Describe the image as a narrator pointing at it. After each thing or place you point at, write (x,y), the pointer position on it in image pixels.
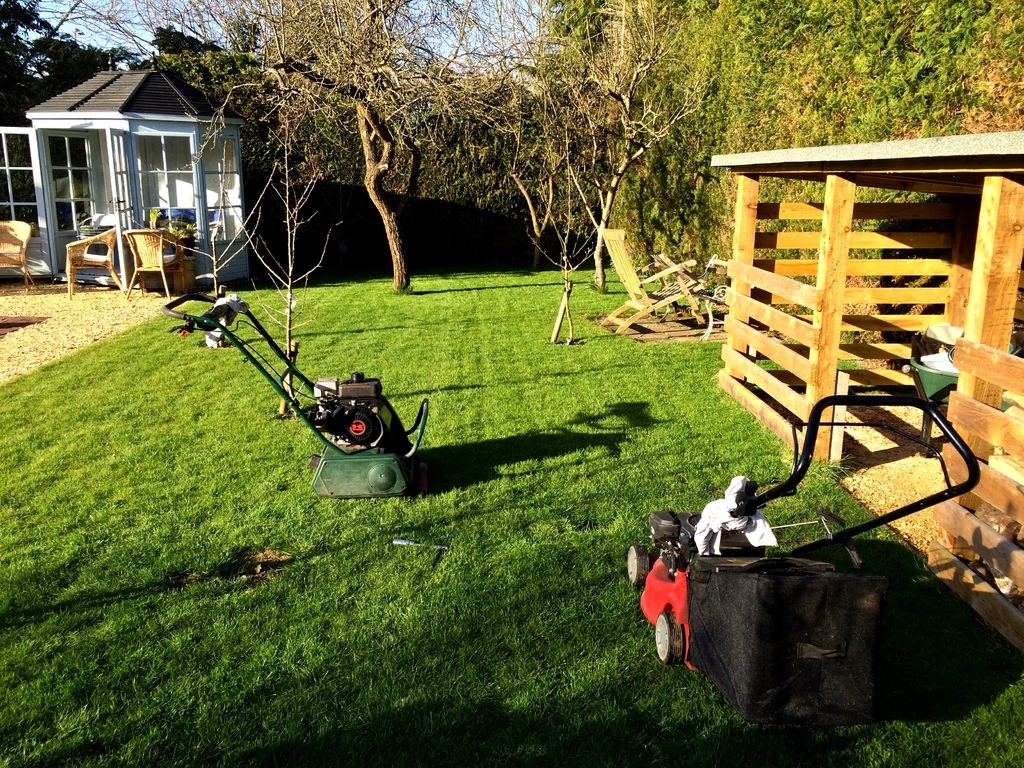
In this image there is a ground (509,576) on which there are two cutters (834,582). On the right side (819,277) there is a wooden house (989,298). On the left side (159,243) there are chairs (68,266) on the ground (57,323). In the background (451,90) there are trees (599,94). On the left side (42,150) top there is a small house (127,165) with the glass doors (112,171). On the ground (163,397) there is grass (124,403). On the right side (684,298) there is a wooden chair (650,296).
